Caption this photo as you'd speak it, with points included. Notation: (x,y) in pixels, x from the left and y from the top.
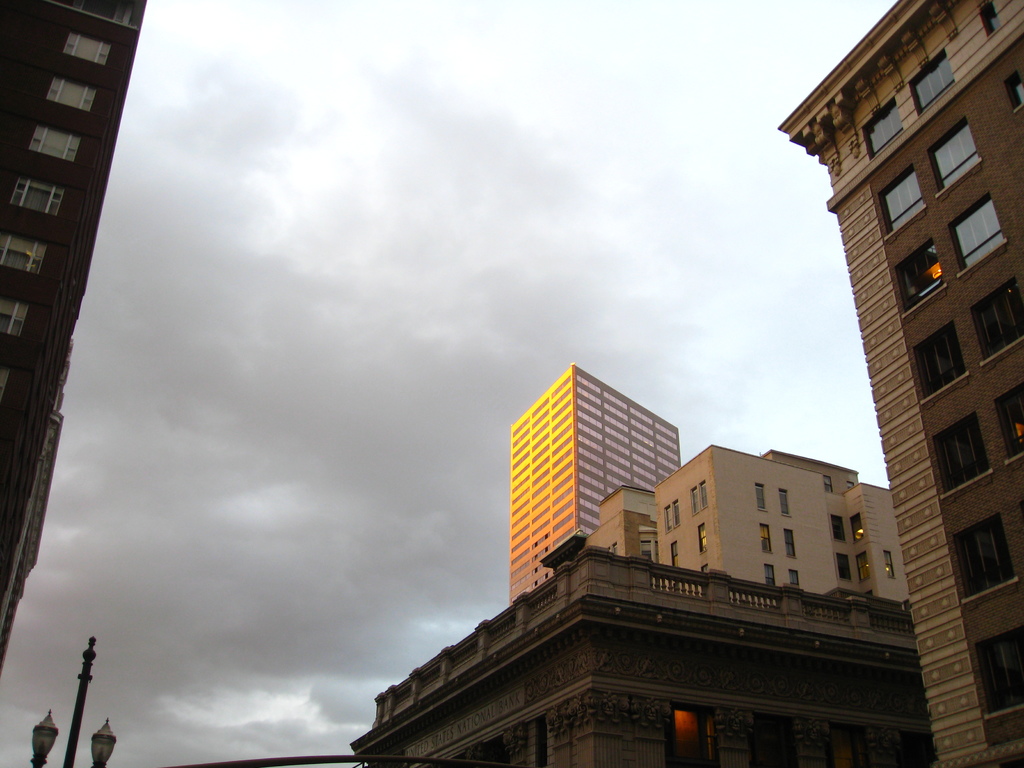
In this image I can see few buildings (985,536), windows (1001,565), light poles (87,680) and the sky (500,354).
